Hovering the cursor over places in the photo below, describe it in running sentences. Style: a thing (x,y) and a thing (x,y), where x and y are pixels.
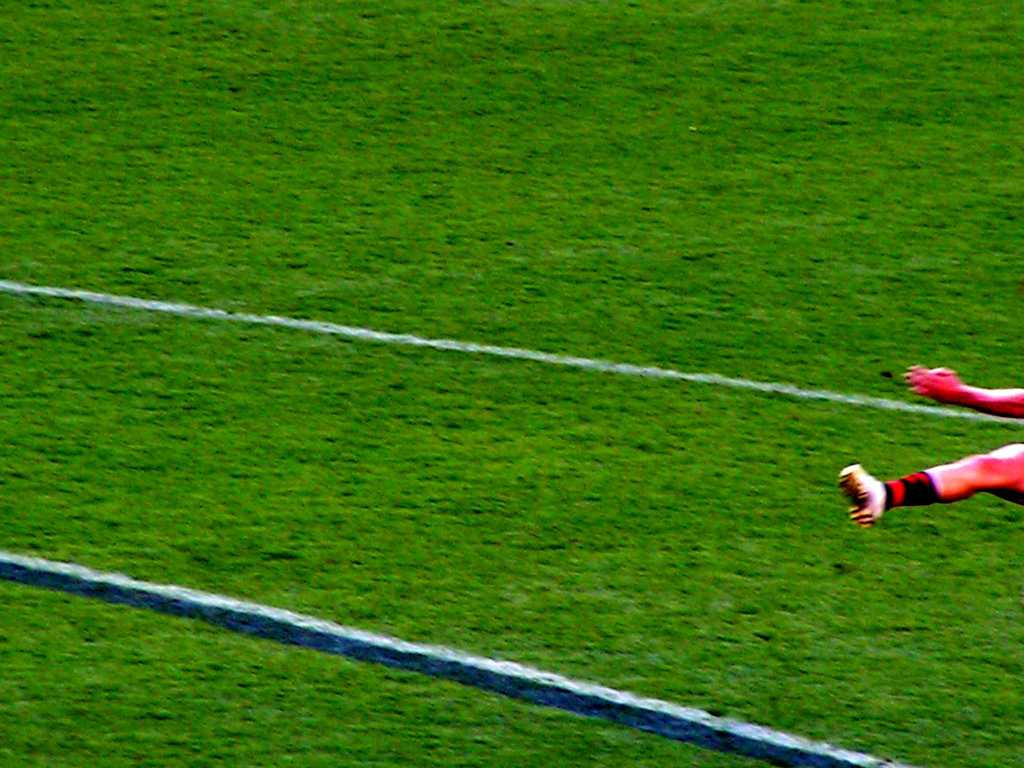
In this image we can see a ground (464,474) with grass (481,628). On the right side (944,492) we can see hand (972,394) and leg (908,505) of person (886,490).
